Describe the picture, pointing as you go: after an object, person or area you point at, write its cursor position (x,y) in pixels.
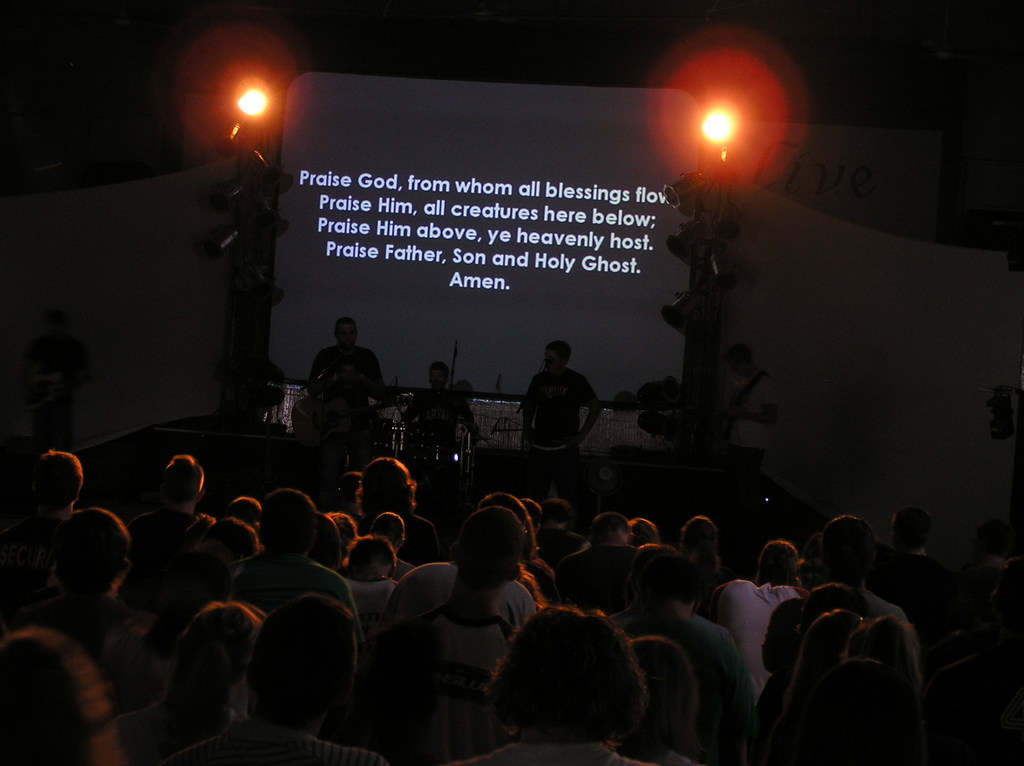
In this image, at the bottom (595,643) there are many people (562,640). In the middle (522,435) there are people (564,443), some are playing musical instruments (392,420). At the top (511,227) there is a screen (509,233) on that there is a text (474,243) and there are lights (215,243), poles (260,207), banners (892,200).
